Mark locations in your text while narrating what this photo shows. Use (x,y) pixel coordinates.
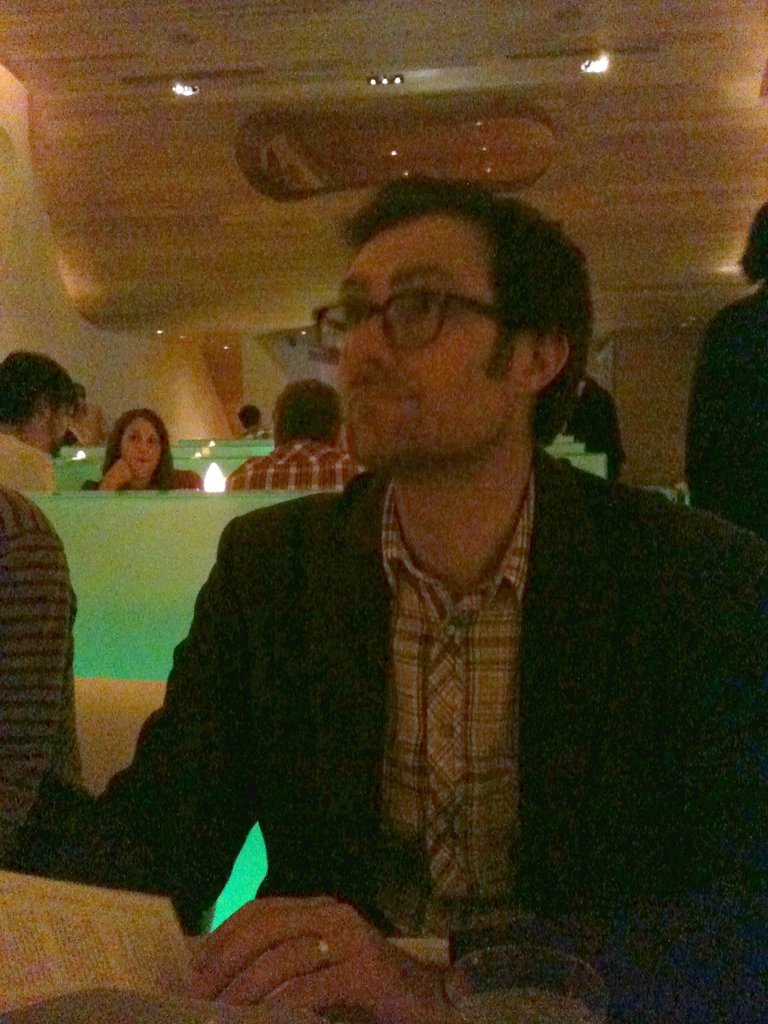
In this picture I can see there is a person (362,835) sitting here and he is wearing a blazer (538,714), shirt (468,783) and spectacles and there is another person (34,524) sitting beside him. In the backdrop (4,393) I can see there are few people (15,406) sitting.
